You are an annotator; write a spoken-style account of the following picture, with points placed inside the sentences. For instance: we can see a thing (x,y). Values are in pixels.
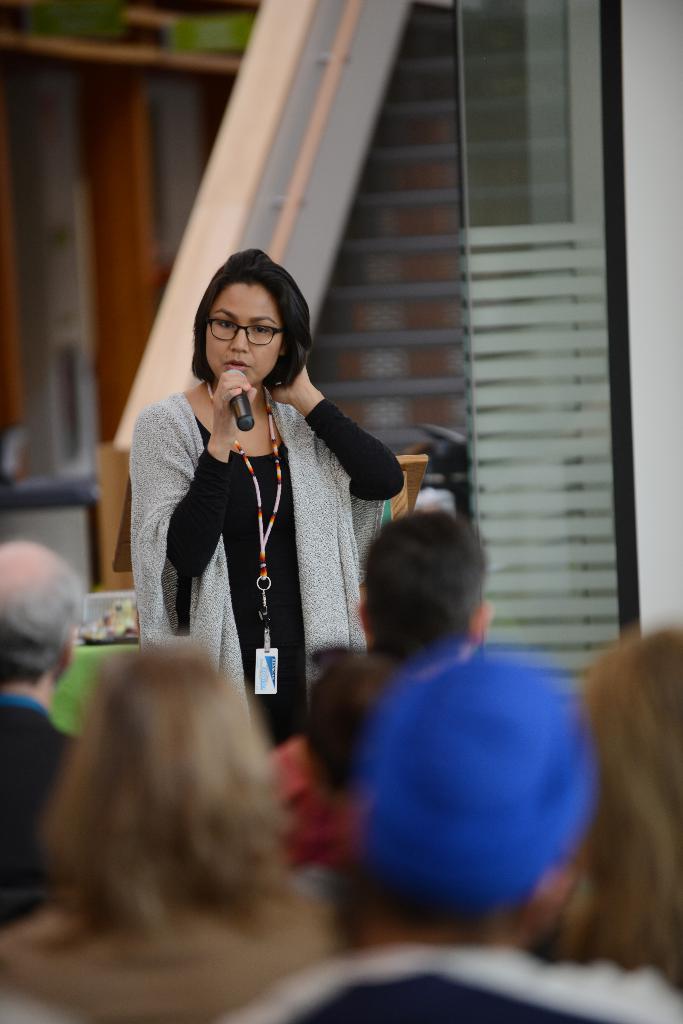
People (197,749) are present. A woman (261,530) is standing wearing an id card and holding a microphone (235,410).
